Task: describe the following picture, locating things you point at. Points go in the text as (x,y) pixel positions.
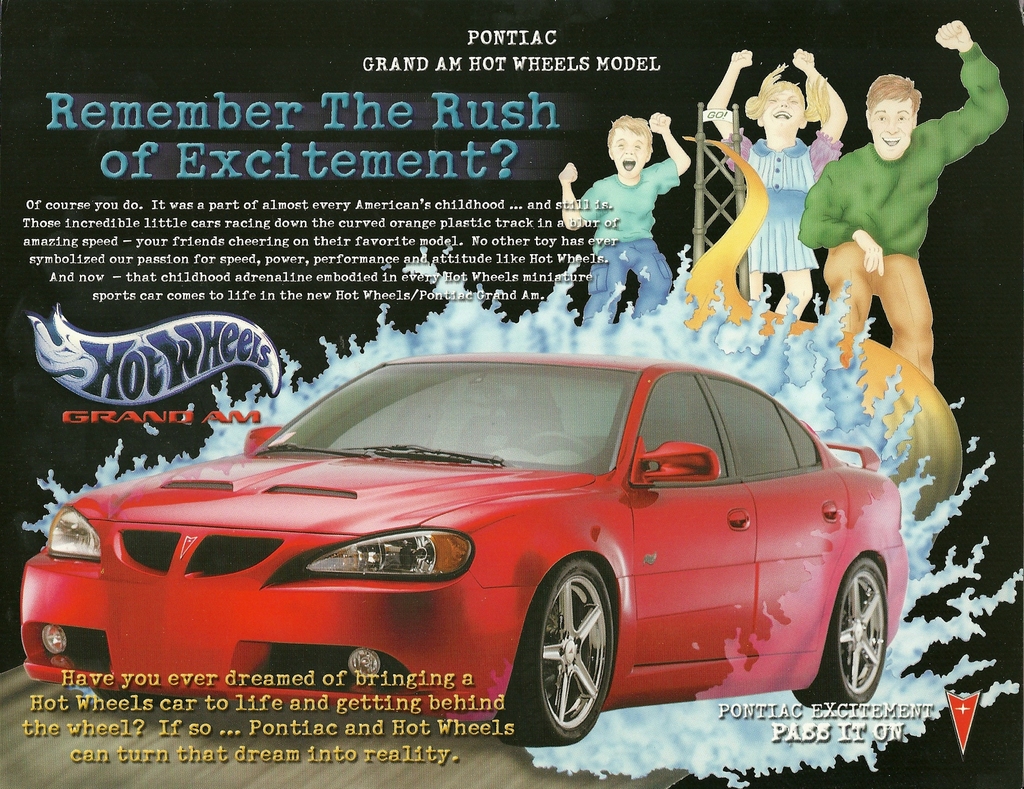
This image consists of a poster (162,458). On this poster (488,638), I can see a red color car (525,627), some text (328,204) and few cartoon images (628,220) of persons (840,239).
